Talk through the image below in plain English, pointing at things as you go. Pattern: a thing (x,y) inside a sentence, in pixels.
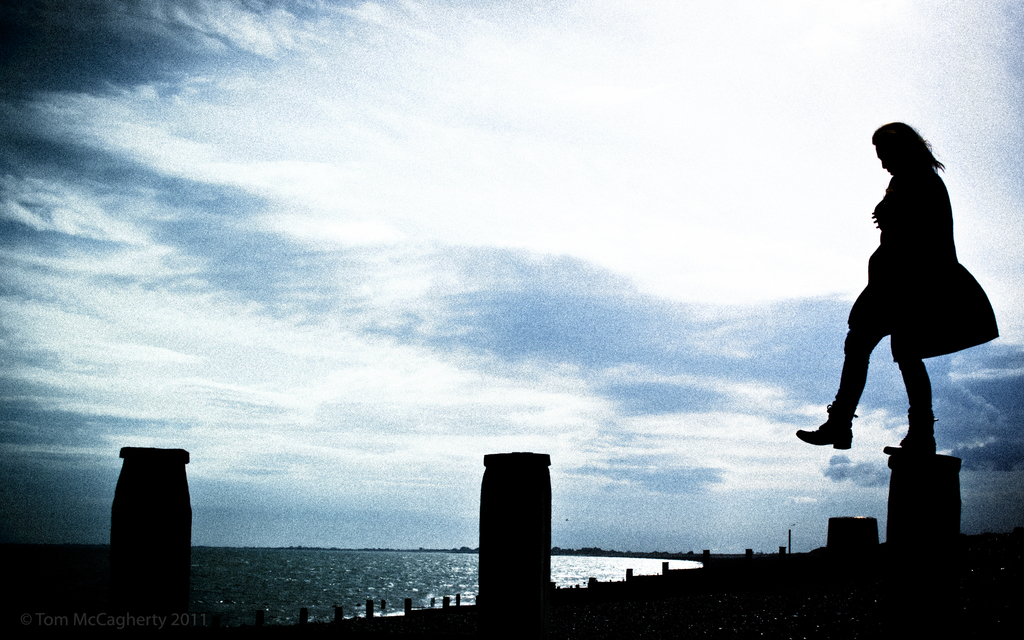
In this image I can see the dark picture in which I can see few poles (950,497), a person (971,299) standing on the pole (905,478) and the water (354,601). In the background (966,441) I can see the sky (371,256).
